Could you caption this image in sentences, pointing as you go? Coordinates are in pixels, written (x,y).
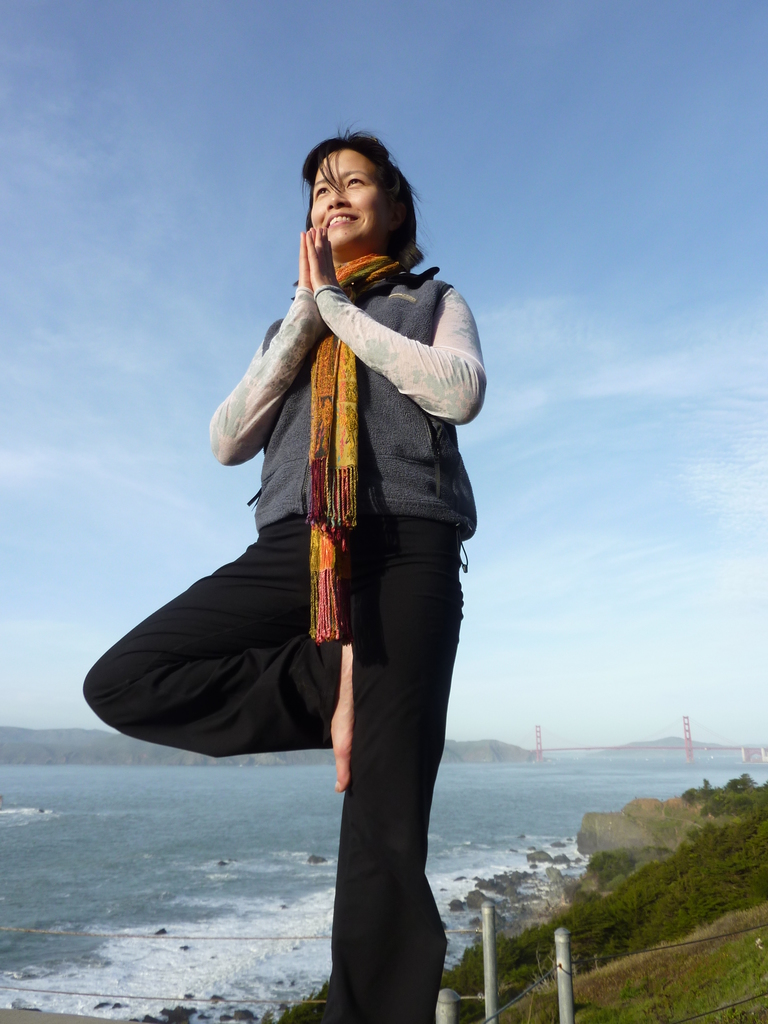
In this image we can see a person (404,611) is standing on one leg (359,622). In the background (440,996) we can see fences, water (530,774), trees (725,899), stones (175,1010) in the water (26,840), bridge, mountains (526,752) and clouds (34,327) in the sky (540,723).
